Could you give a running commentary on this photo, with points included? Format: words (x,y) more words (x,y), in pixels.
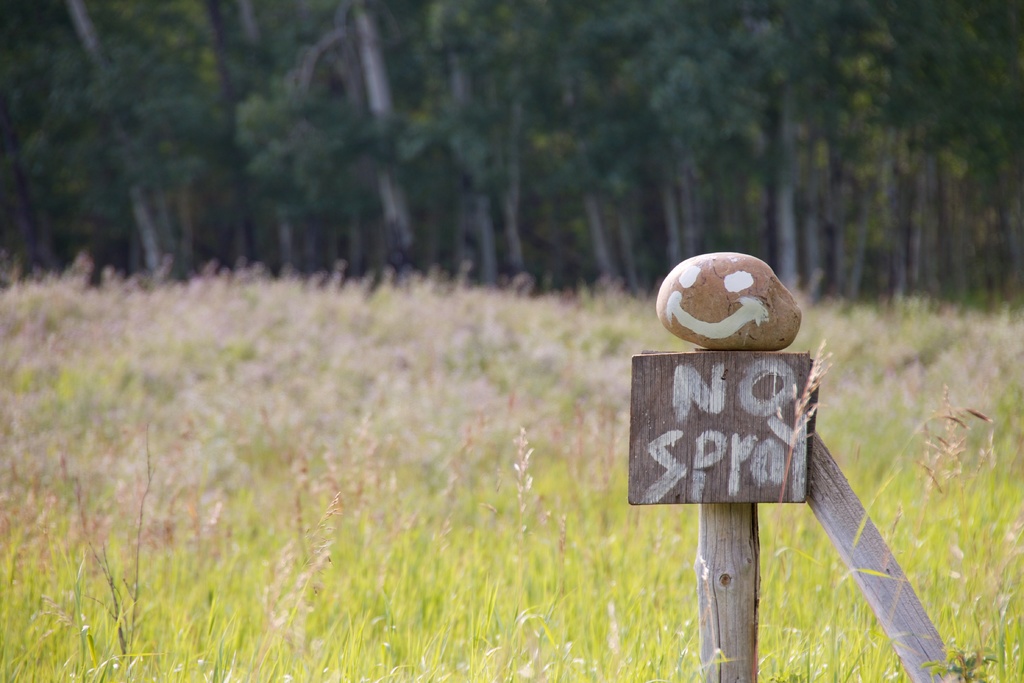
In this image there is a stone (687,331) with a paint (704,323) and some text (688,384) on the wooden board (706,427) on two wooden sticks (752,592), behind that there is grass (307,306) and trees (348,245).
